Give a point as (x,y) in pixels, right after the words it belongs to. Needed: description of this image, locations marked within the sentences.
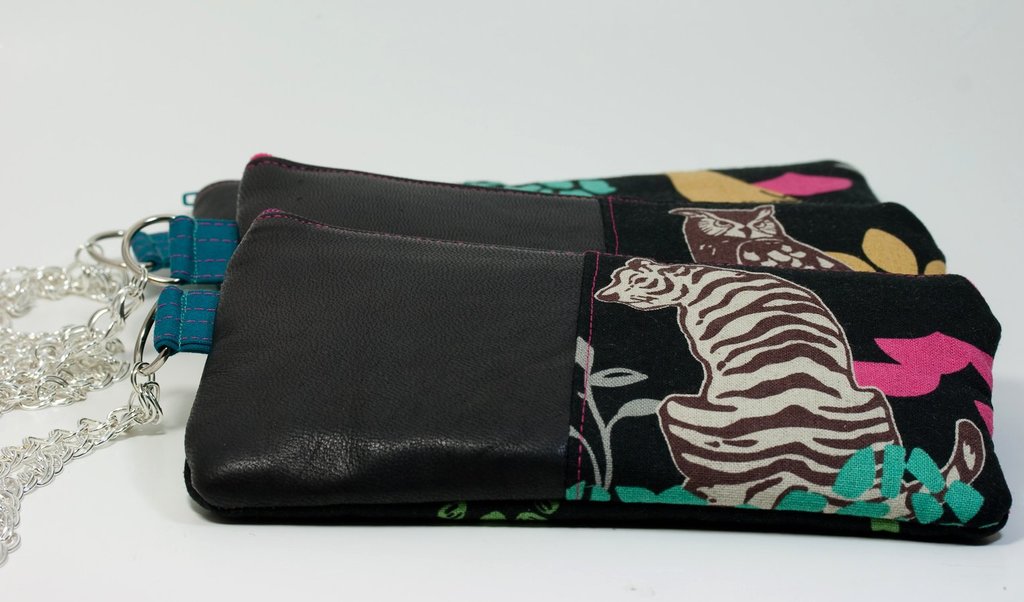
In the center of the image (473,257) we can see wallets (456,257) placed on the table (83,470).
